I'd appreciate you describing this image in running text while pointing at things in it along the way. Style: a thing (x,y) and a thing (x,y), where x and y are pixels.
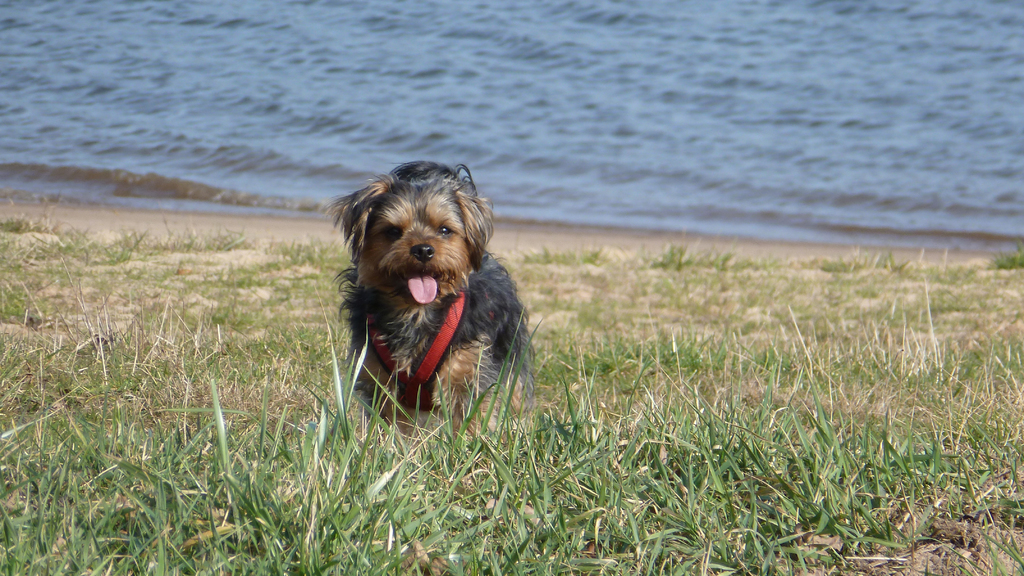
In this image I can see a dog (379,296) on the grass (783,399). There is water (585,83) at the back (481,99).
